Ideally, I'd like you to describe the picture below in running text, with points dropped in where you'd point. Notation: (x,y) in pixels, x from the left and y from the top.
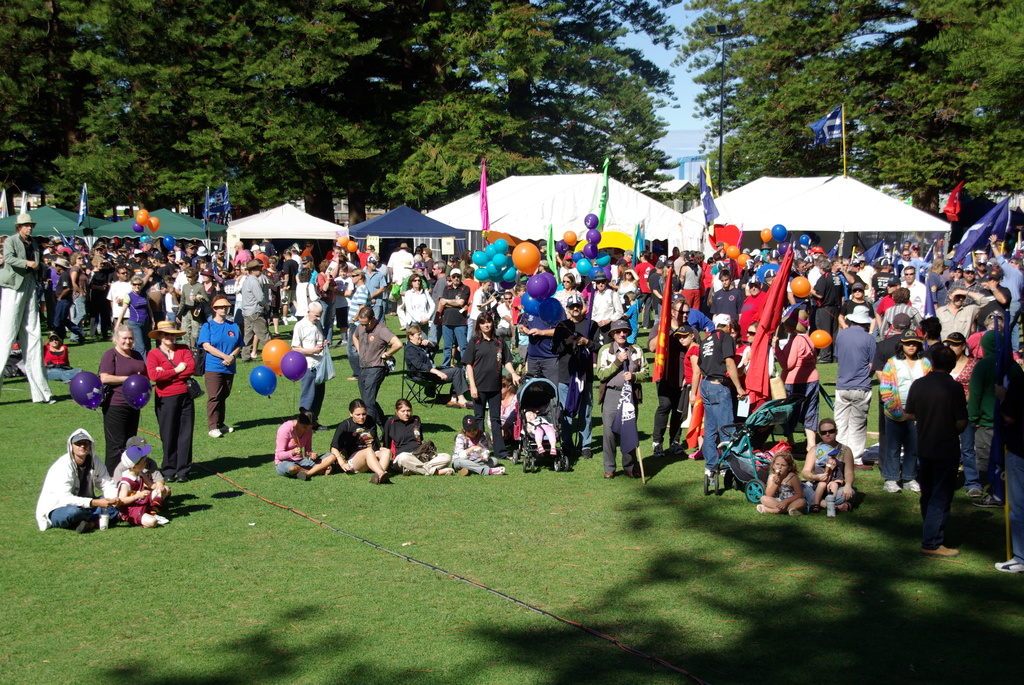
In this image there are many people (457,388) on the ground (570,539). In the background (352,234) there are tents (812,221) for shelter. There are flags (845,174), also balloons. There are also trees (748,91). Sky (688,91) is also visible.
